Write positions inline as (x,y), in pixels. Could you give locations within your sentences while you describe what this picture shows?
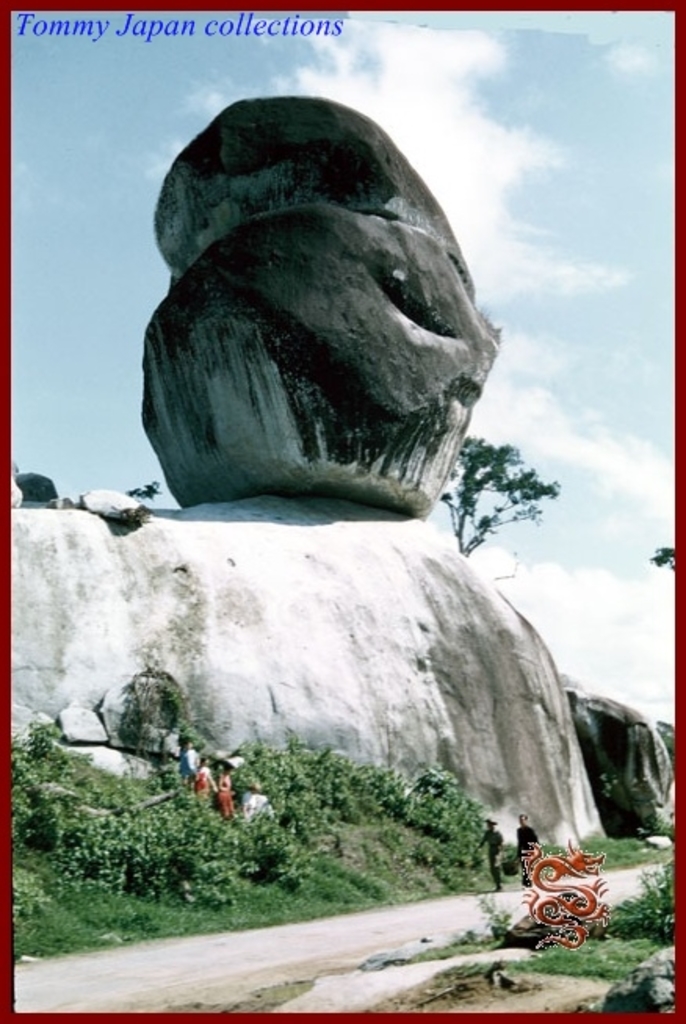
In this image we can see the rocks (340,285) and trees (534,517) and grass (304,900) and also the road (302,927). We can also see the people (521,865). At the top (582,117) there is sky (562,103) with some clouds (503,428). In the top left corner (160,25) there is text (238,18) and the image has borders (443,1017). We can also see the logo (572,871).
